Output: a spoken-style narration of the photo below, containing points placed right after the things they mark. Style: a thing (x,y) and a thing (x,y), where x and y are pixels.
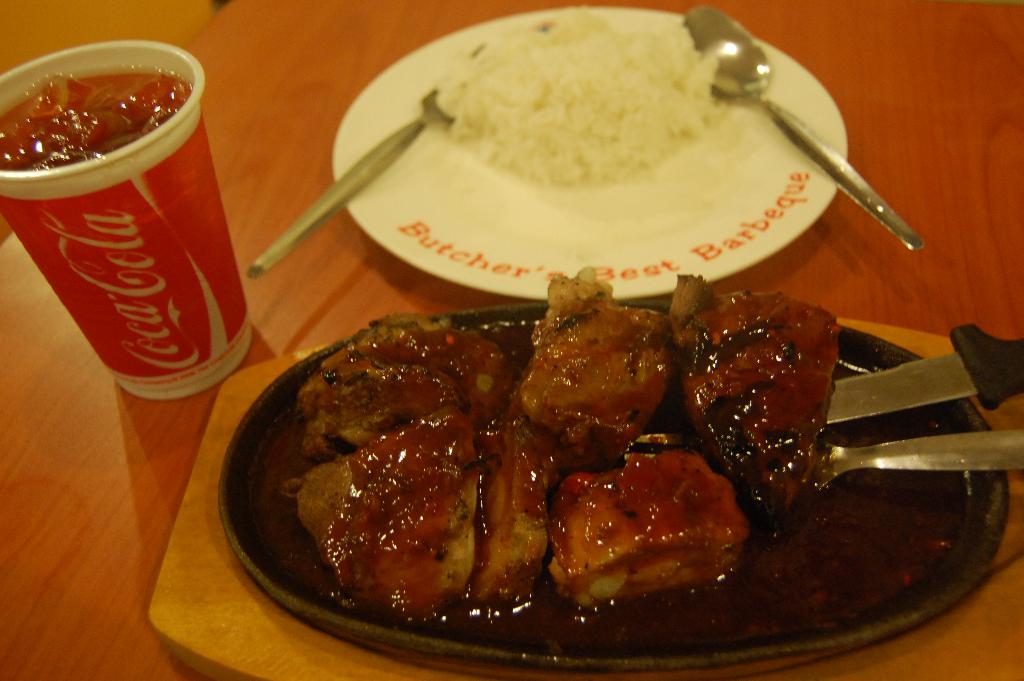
In this image there is a plate (456,558) on the wooden plank (235,611). Beside there is a plate (466,259) on the table (375,278). Left side (169,297) there is a glass (130,215) filled with the drink (125,134). On the plate (532,196) there is some food (621,160), spoon (700,24) and a fork (428,110). Bottom of the image (313,458) there is a plate (884,420) having some food (697,432), knife (887,408) and spoon (881,453).
